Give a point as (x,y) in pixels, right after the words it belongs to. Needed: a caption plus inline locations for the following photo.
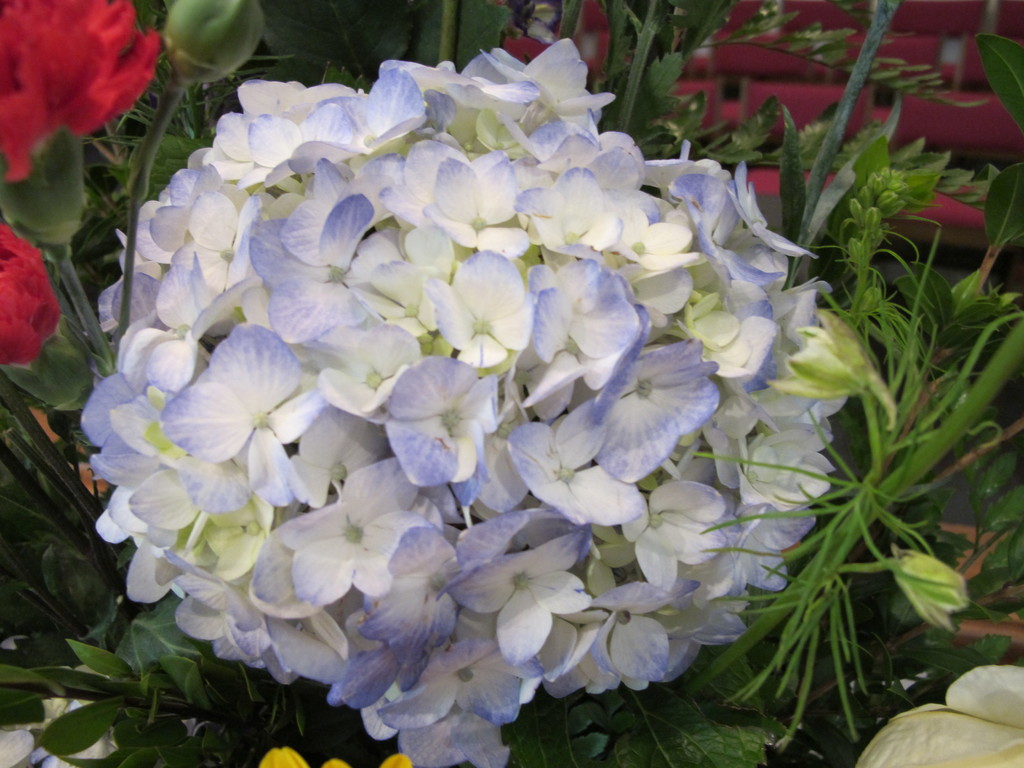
In this picture we can see flowers (109,72) of different colors and in the background (148,735) we can see leaves (906,178).
